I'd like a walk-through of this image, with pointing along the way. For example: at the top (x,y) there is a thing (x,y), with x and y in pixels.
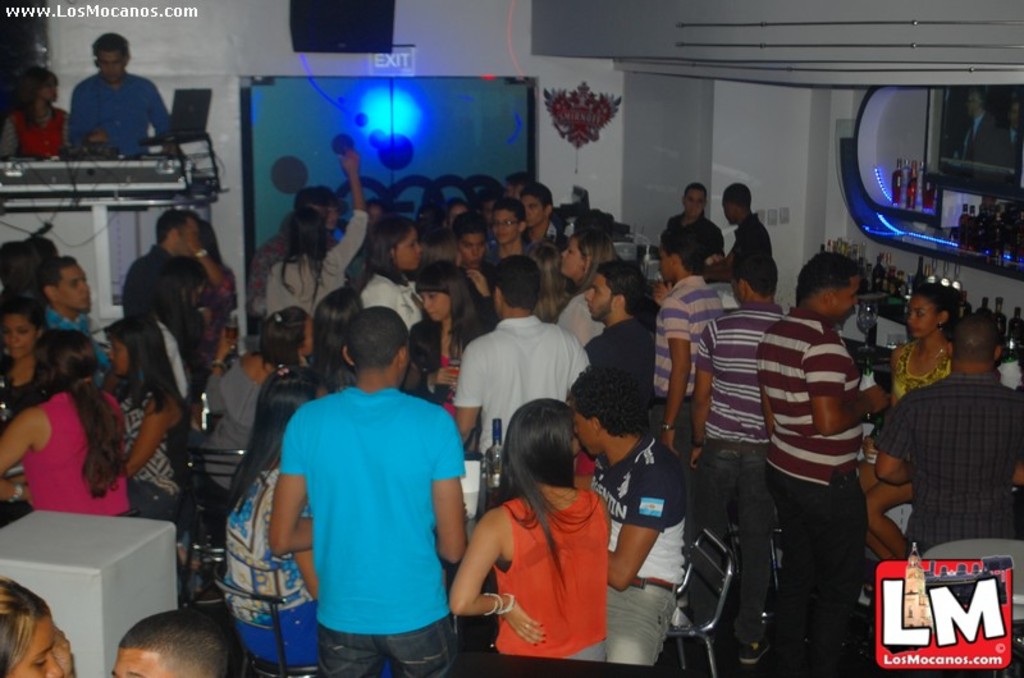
In this image we can see crowd (288,465). On the right side of the image (975,261) we can see beverage bottles (879,273) in shelves (887,220). On the left side of the image (90,90) we can see persons (109,106) at musical instruments (111,154). In the background (226,104) we can see door (297,102), wall (75,20) and speaker (314,25).
